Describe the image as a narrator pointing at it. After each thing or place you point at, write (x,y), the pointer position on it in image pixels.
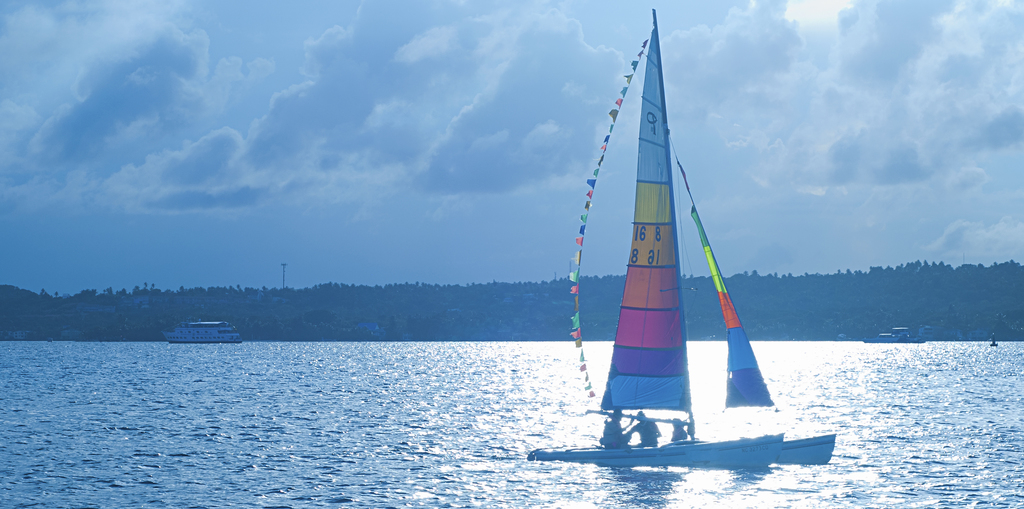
On the right side of the image (735,303) a boat (670,297) is there. In the background of the image (467,303) we can see trees (355,308), poles (284,280) are present. At the top of the image (334,95) clouds (365,122) are present in the sky (356,111). At the bottom of the image (417,451) water (419,461) is there.
